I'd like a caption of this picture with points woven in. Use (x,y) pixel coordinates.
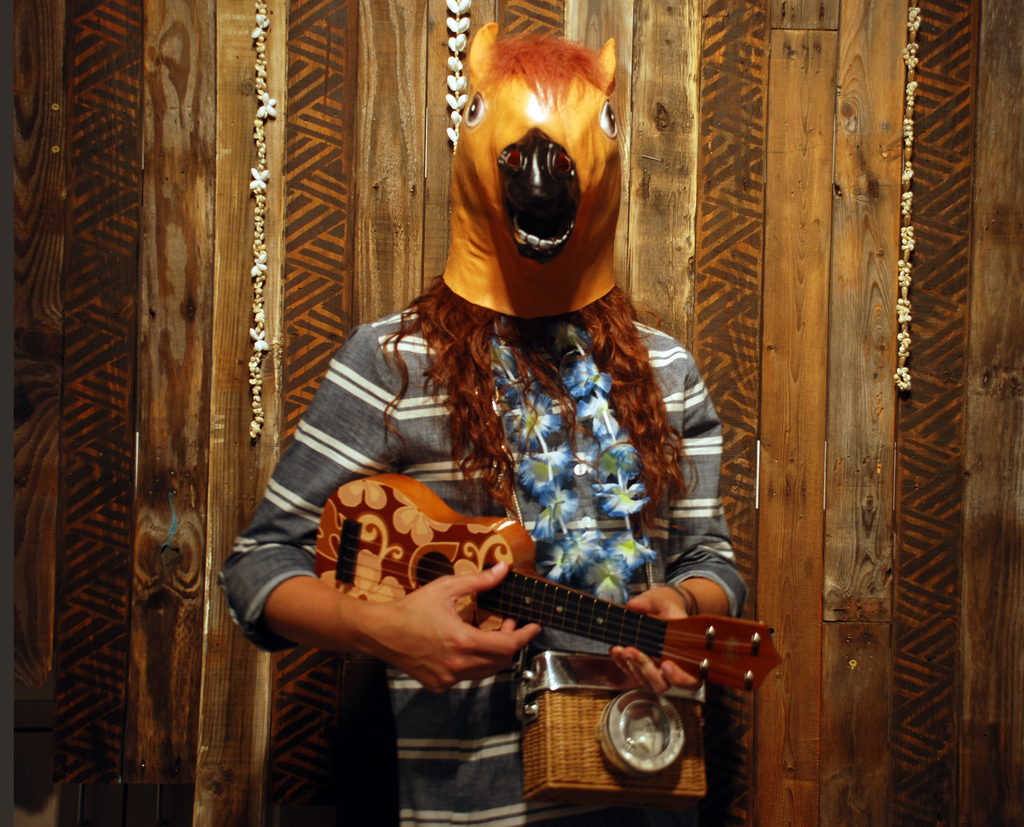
In this image we can see a woman (528,381) wearing a mask (548,230), garland (626,532) and a camera (615,677) standing holding a guitar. On the backside (366,318) we can see a wooden wall (311,305) with some hangings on it.
